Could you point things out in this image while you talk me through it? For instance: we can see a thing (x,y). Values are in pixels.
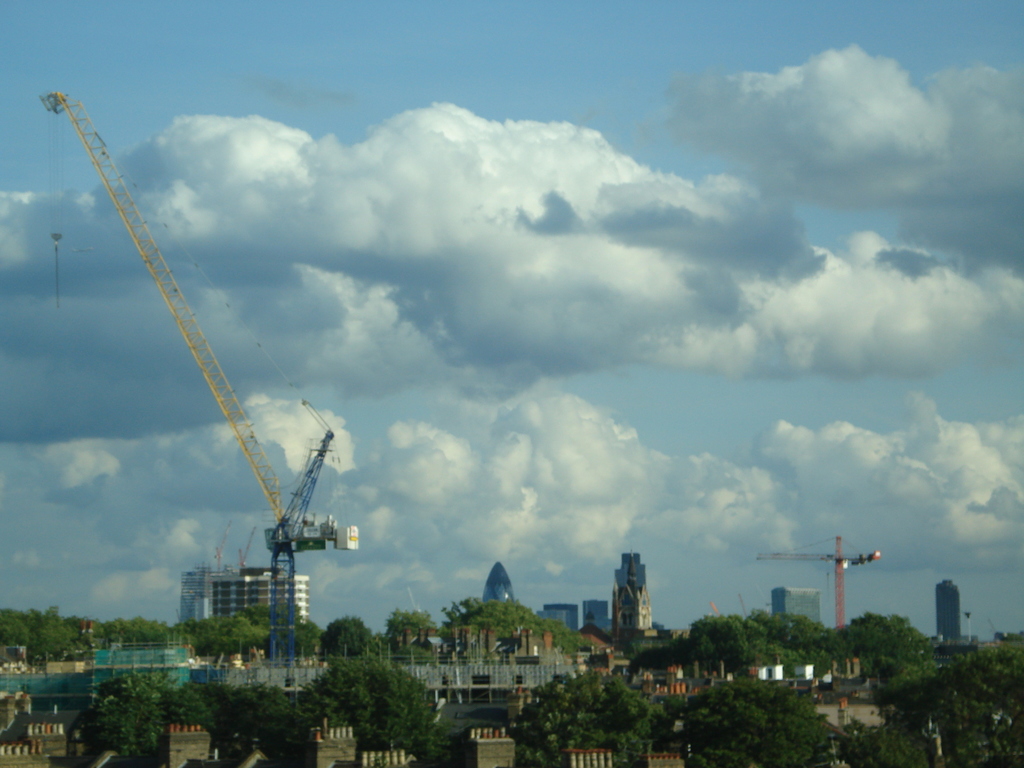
This image is taken outdoors. At the top of the image (419,219) there is a sky (307,163) with clouds (755,174). At the bottom of the image (115,646) there are many trees (398,683), buildings (803,672), houses (803,672) and poles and there are two cranes (289,528) to lift materials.
